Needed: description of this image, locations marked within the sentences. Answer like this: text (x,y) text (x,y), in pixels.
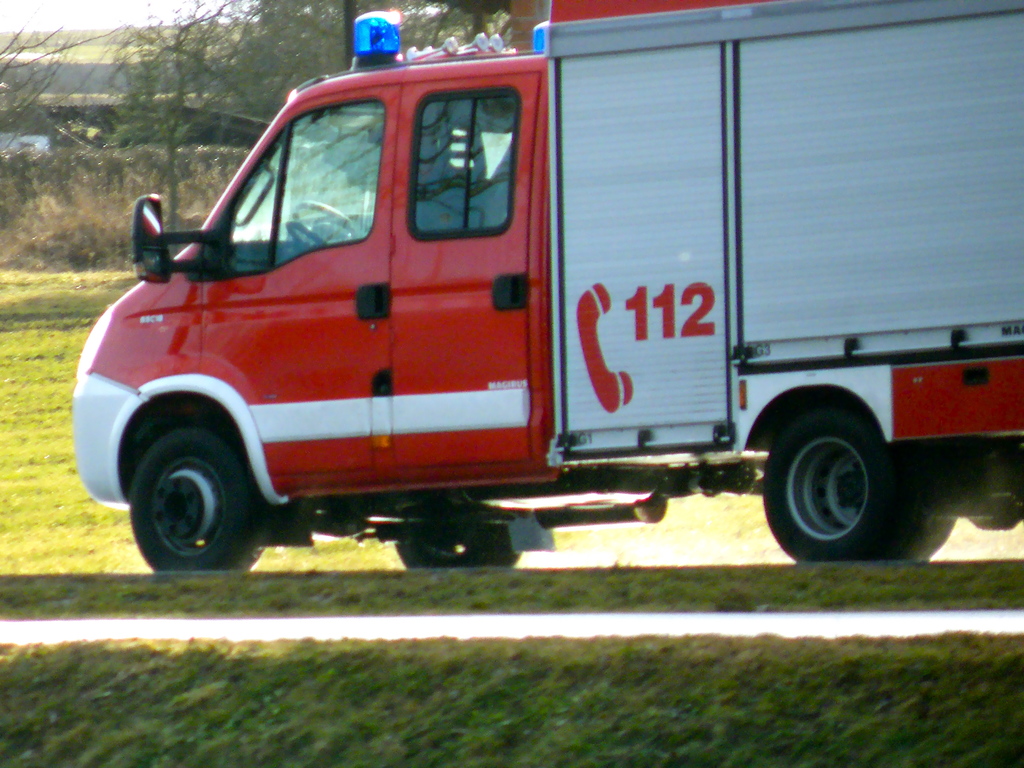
In this image in the center (434,495) there is vehicle (297,334), and in the background (289,88) there are trees (158,76) and houses (94,119). At the bottom (242,668) there is grass (528,640) and walkway (710,632).
